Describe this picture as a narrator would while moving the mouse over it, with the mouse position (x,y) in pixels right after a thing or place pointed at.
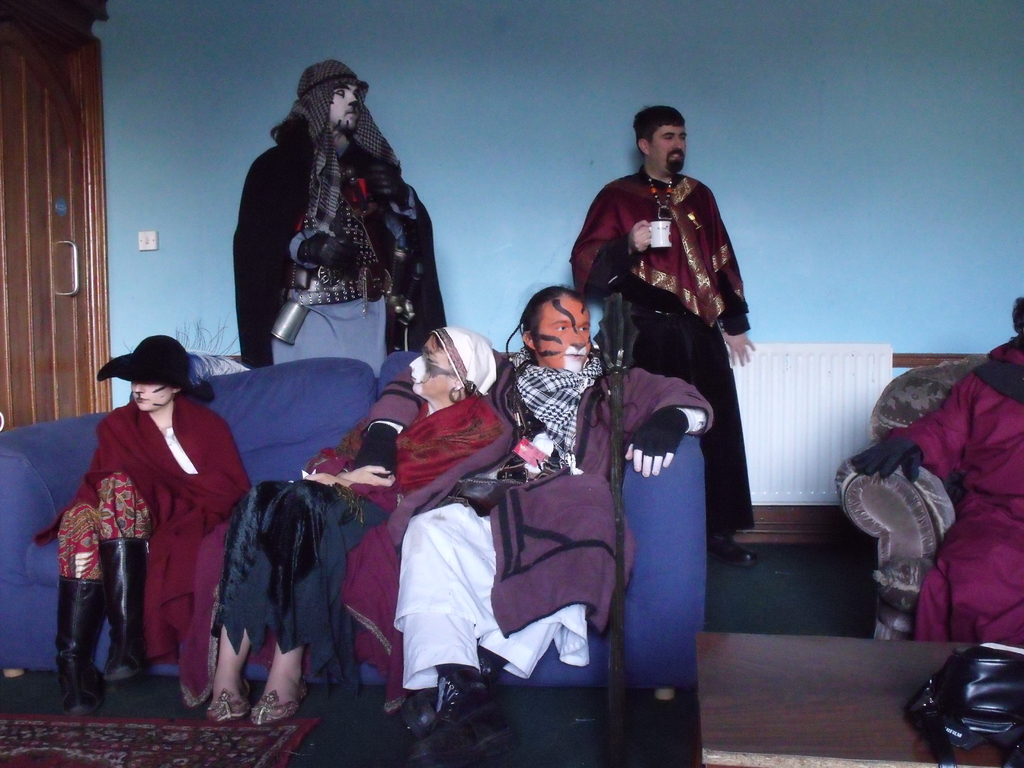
In the center of the image (478,431) we can see a few people (316,520) are sitting on the couch (640,502) and two persons (708,484) are standing. And the middle person (719,283) is holding one cup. And they are in different costumes (460,462). In the bottom right side of the image (786,708), we can see one table (812,723). On the table (893,721), we can see one bag (953,735). In the bottom left side of the image (79,741), there is a carpet (120,759). In the background (457,169) there is a wall (692,156), door (40,232), switchboard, white color object (808,478) and a few other objects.
